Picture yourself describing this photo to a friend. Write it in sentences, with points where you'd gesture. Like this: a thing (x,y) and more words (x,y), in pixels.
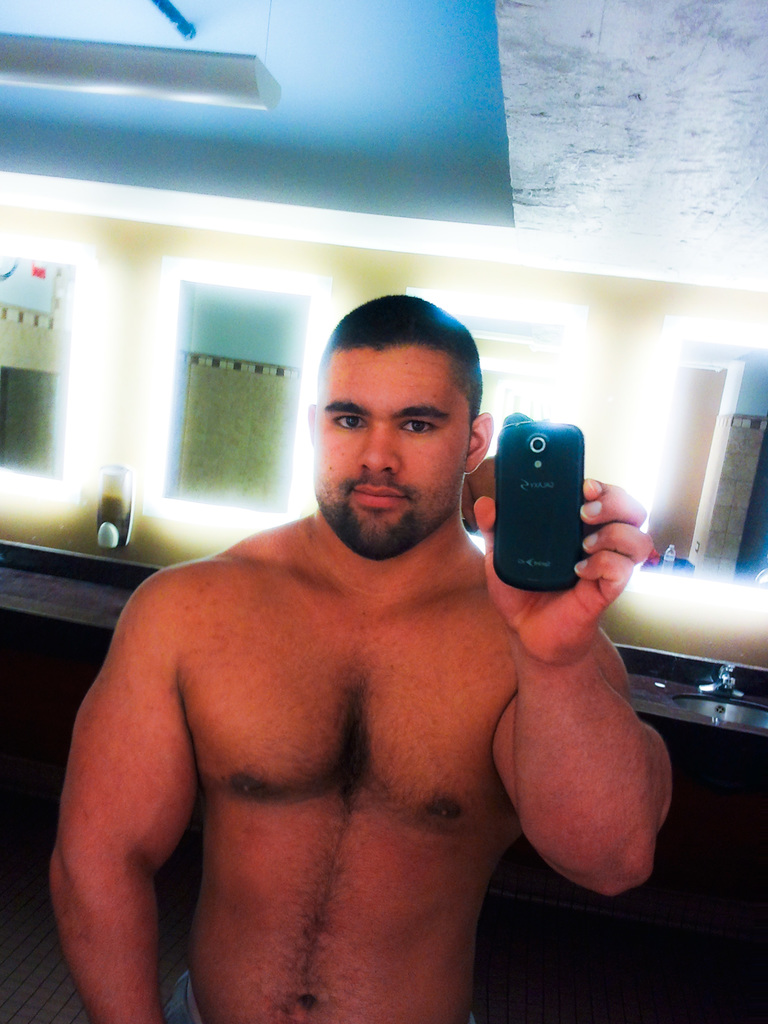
In this image the man (163,799) is holding a camera phone (520,549) in his hands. In the background of the image (173,472) there are few mirrors (256,330).
